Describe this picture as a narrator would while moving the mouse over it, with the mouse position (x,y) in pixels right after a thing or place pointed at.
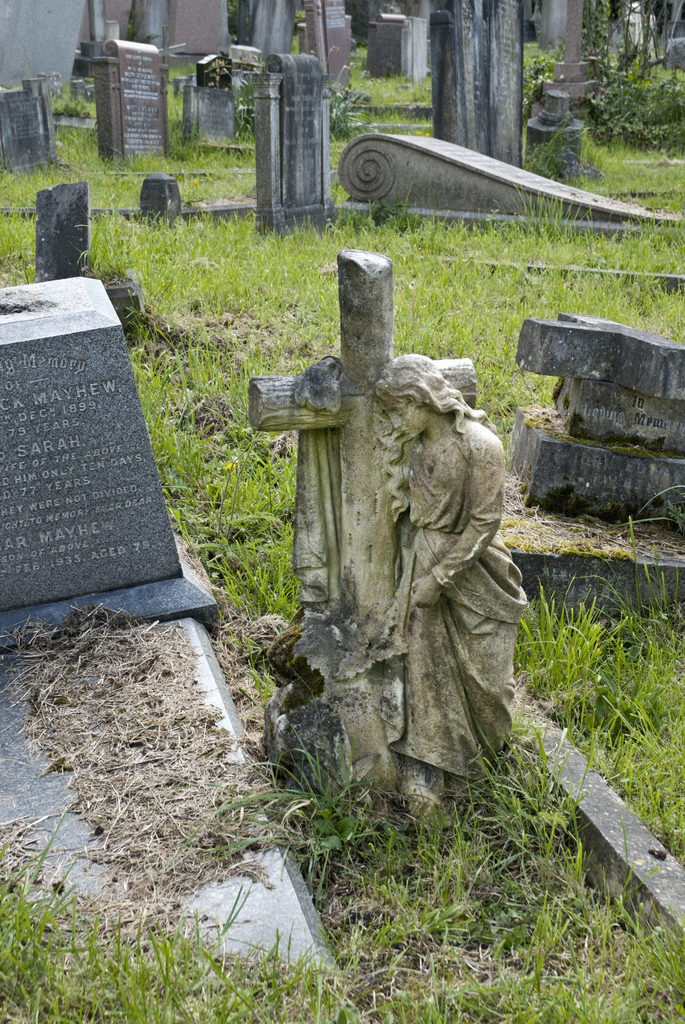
This image consists of graveyards (570,517) in which there are many graves (5,369) and a statue (320,625). At the bottom (489,924), there is green grass (396,861).
